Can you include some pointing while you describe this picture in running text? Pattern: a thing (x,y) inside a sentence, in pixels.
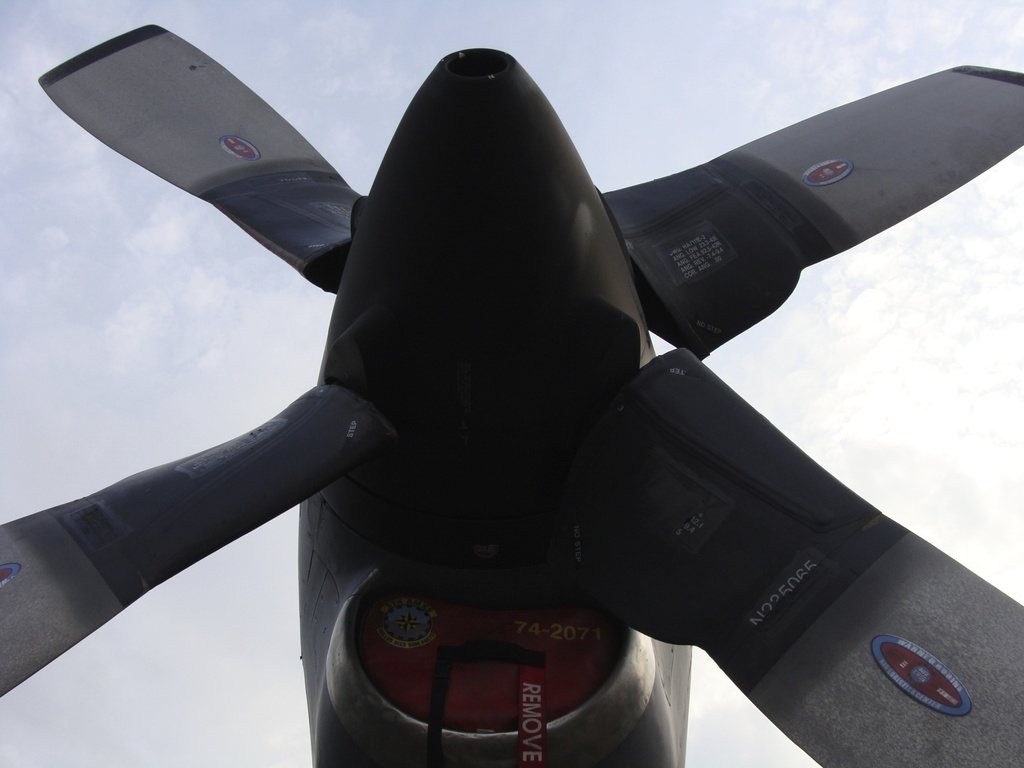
In this picture I can see an airplane propeller (453,355), and in the background (34,133) there is the sky (34,133).
